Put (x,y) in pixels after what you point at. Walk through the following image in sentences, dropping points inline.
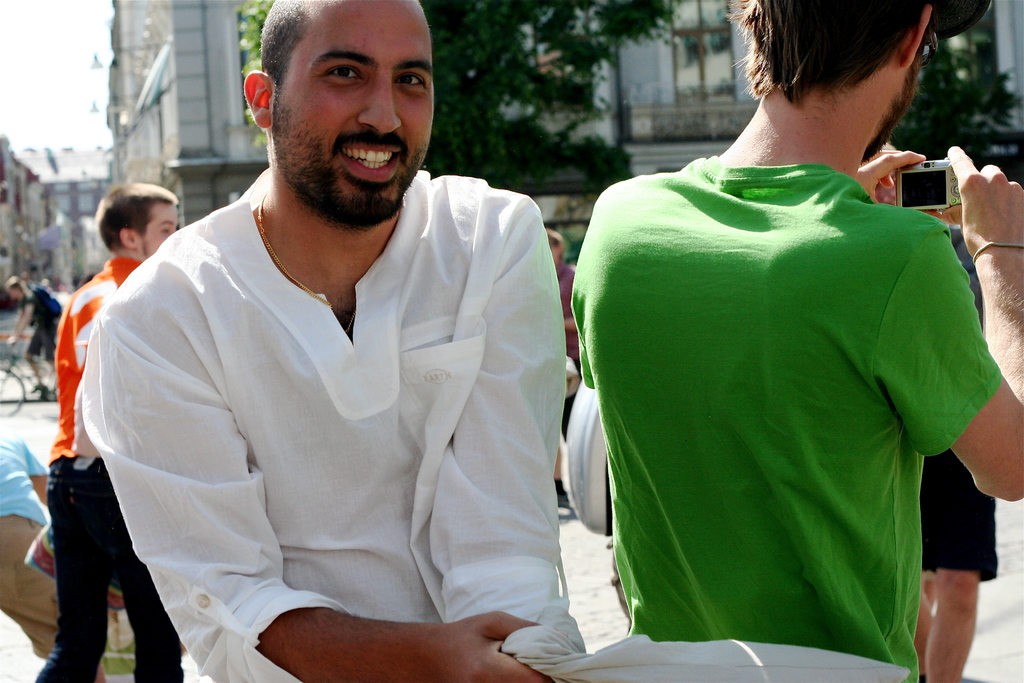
In this image I can see the group of people (422,323) with different color dresses (408,427). I can one person (793,258) holding the camera (940,207). In the back (511,160) there are many trees (486,150) and the buildings (113,179). I can also see one person (50,356) holding the bicycle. There is a sky (51,81) to the left (76,82).
